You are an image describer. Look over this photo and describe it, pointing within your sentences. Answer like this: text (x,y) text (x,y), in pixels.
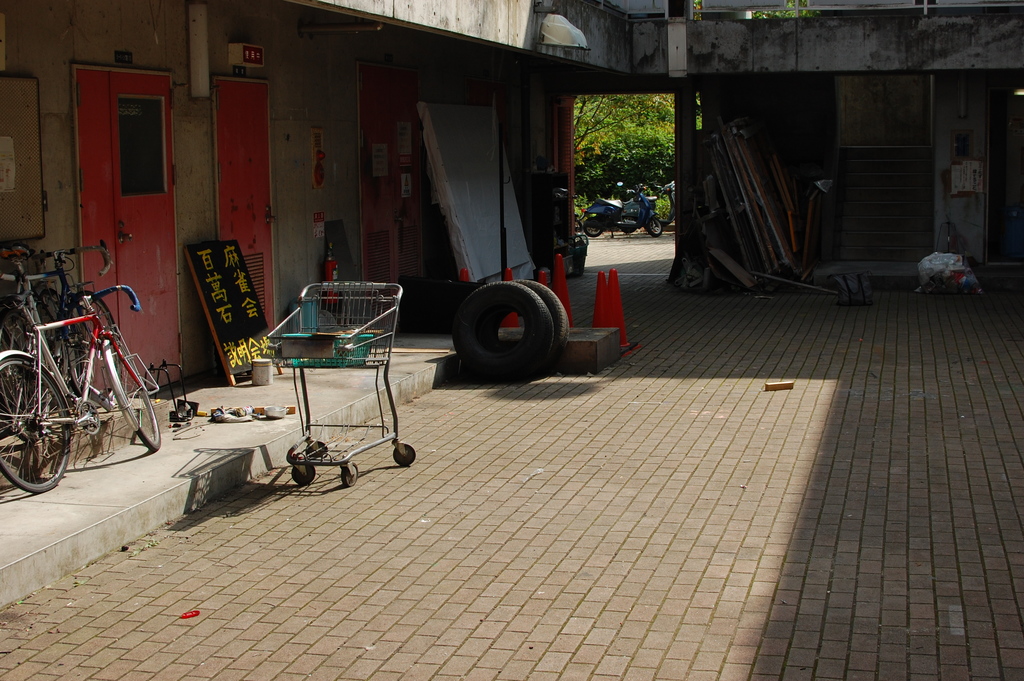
In this image I can see the bicycles (29,369), boards (211,274), trolley (326,348), tires (524,307), traffic cones (511,313), fire extinguisher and many wooden objects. I can see some boards (243,294) and doors (255,182) to the wall (307,117). In the background (597,216) I can see the motorbikes (591,229) and many trees (602,174).
